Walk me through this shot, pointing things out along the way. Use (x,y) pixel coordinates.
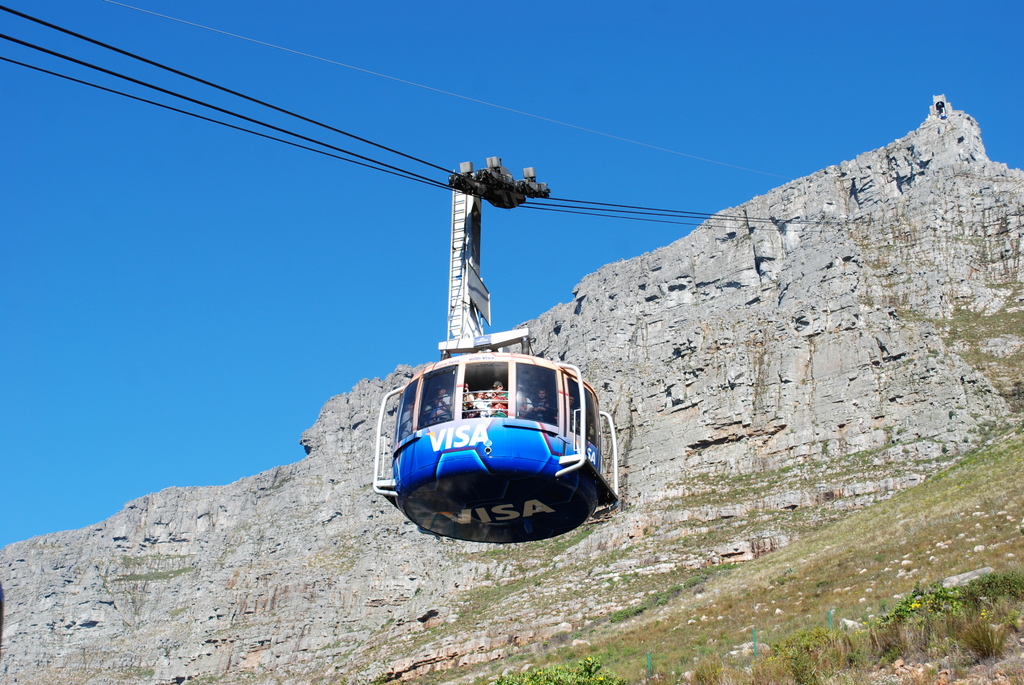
This image consists of a ropeway (495,376). In that there are some persons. There is grass (612,643) at the bottom (965,650).
